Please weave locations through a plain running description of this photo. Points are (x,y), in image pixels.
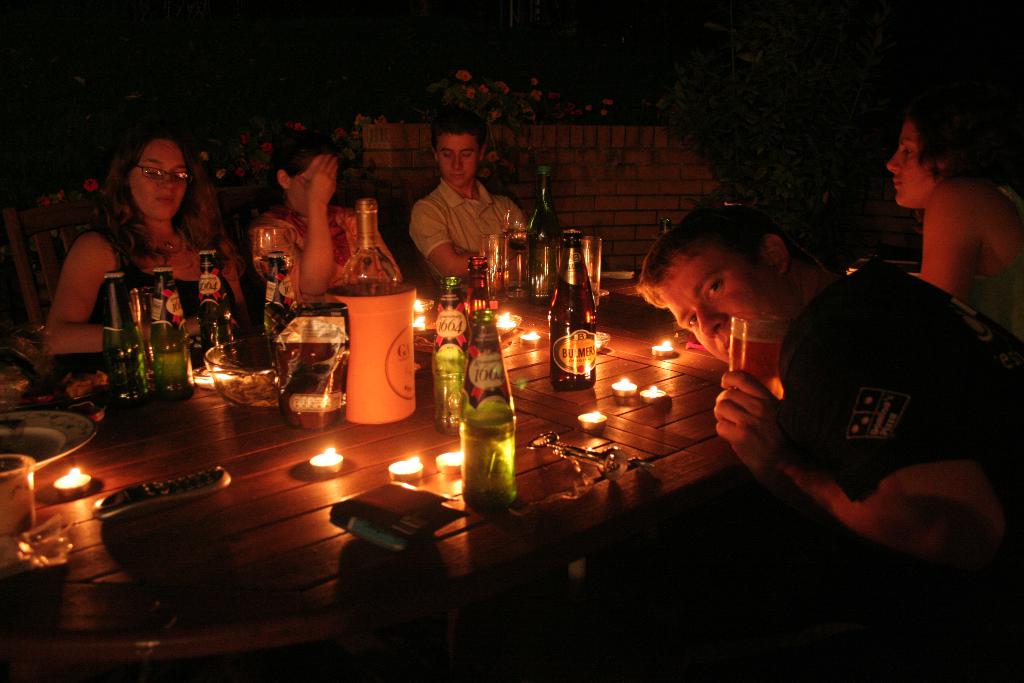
Here we can see few persons (1008,223) are sitting on the chairs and he is holding a glass (754,340) with his hand (768,453). There is a table (493,574). On the table (408,568) there are candles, bottles (569,363), plate (49,435), remote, and bowls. There is a dark background (908,18). We can see a wall (627,201), plants (743,182), and flowers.
